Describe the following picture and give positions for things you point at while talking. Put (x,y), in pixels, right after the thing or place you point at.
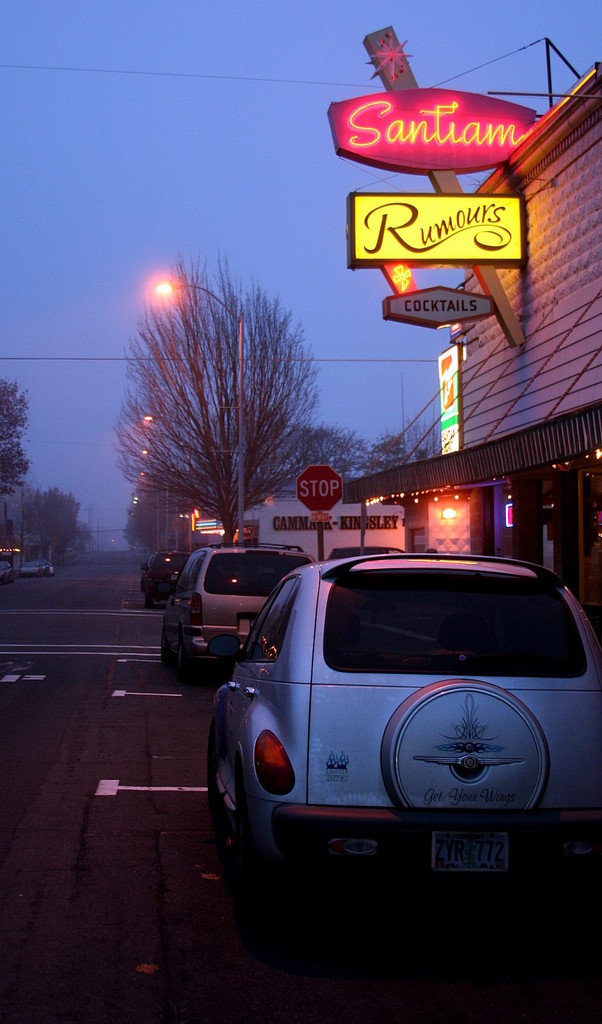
This image consists of cars (267,778) parked on the roads (76,653). On the right (553,388), we can see a building (553,410). It looks like a restaurant (446,442). In the background (177,447), there are trees (126,406) along with the lights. At the top (140,111), there is sky (126,129). At the bottom (150,973), there is a road (146,948).
